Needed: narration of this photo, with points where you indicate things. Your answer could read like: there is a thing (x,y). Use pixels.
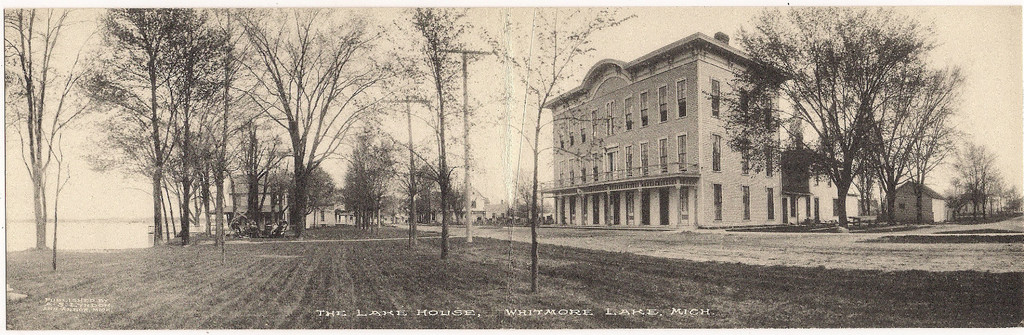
In this picture I can see in the middle (425,208) there are trees (221,162), on the right side (804,172) there are buildings (786,189). At the bottom (329,315) there is the text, this image is in black and white color.
